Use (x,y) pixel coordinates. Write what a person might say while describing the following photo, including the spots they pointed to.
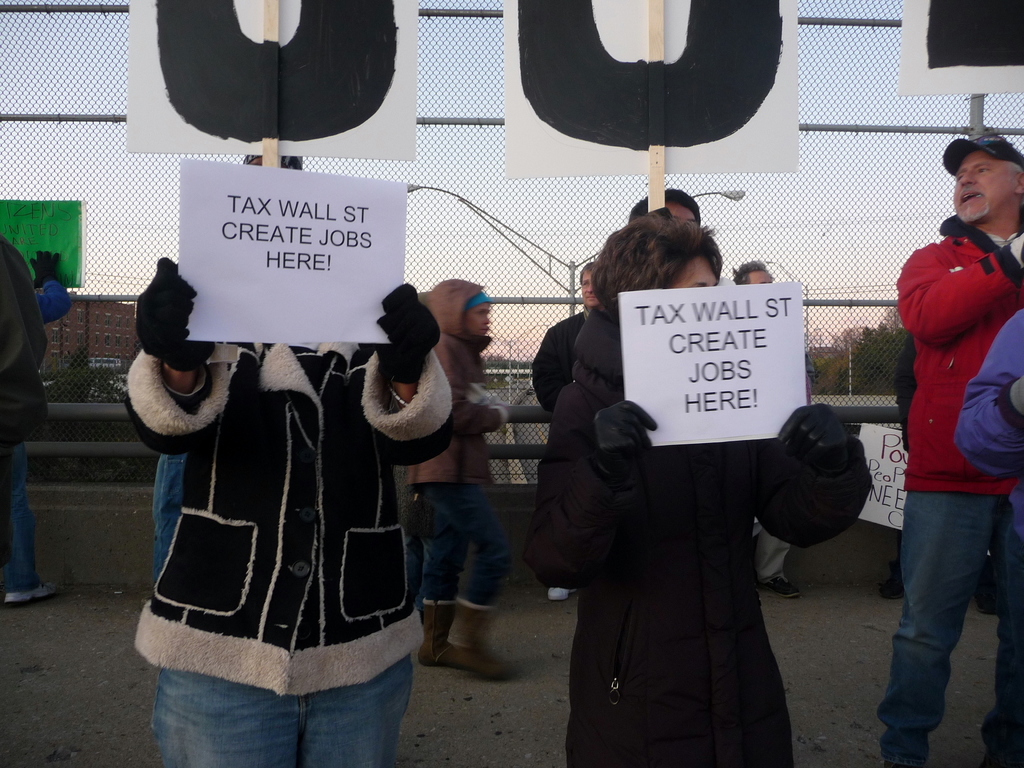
In the picture I can see people (406,443) are standing among them some are holding placards (380,232) in hands (415,361). In the background (839,571) I can see fence (816,293), trees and some other objects (871,530).
